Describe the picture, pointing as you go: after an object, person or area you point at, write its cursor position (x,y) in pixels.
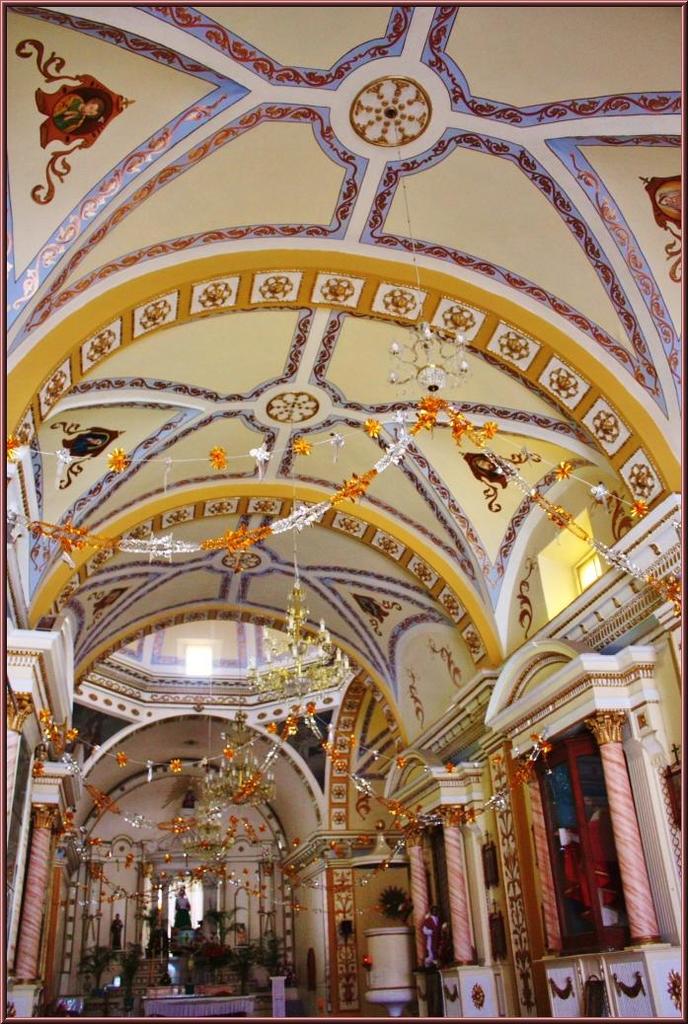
In this image I can see the inner part of the building (336,806). Inside the building (366,826) I can see the podiums (447,1003), decorative objects (497,944) and statues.
